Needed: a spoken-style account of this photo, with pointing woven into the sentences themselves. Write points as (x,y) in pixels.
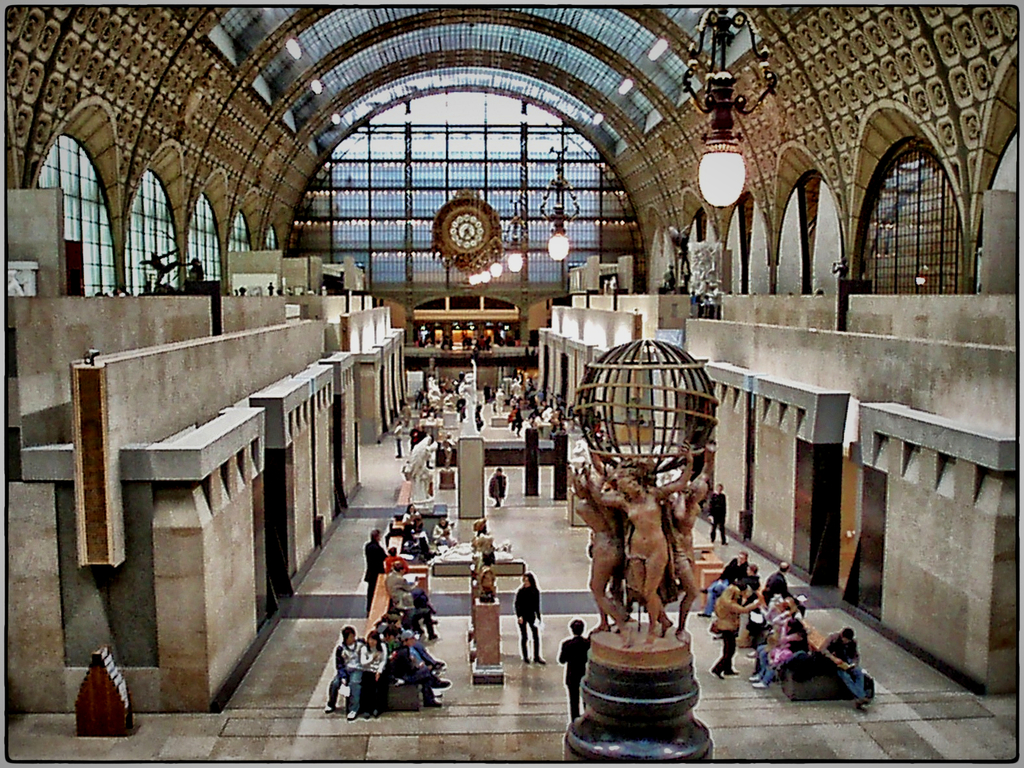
In this picture we can see the view of the big hall (561,536). In the center (636,492) there is a marble statue (640,578). Behind there are some persons (759,643) sitting on the bench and sofa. Above there is a arch design glass (612,231) and some hanging lights (561,213).
